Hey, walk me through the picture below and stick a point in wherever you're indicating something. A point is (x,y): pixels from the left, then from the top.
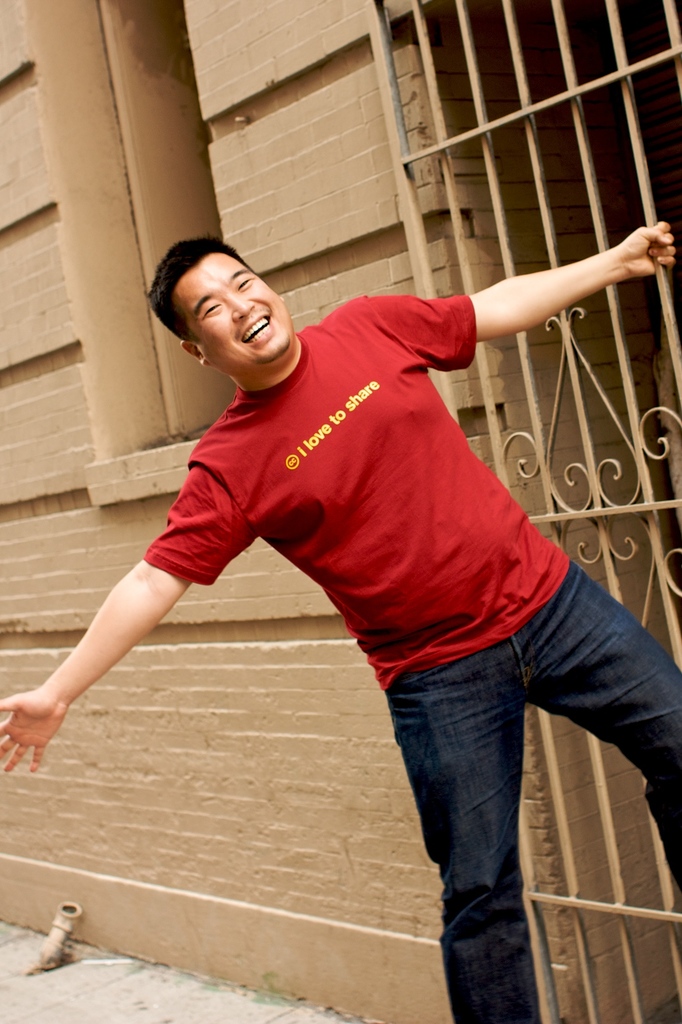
This picture shows a man (391,450) standing holding a metal fence (641,448) and we see smile on his face (265,348) and red color t-shirt (350,420) and we see a building (228,59).
